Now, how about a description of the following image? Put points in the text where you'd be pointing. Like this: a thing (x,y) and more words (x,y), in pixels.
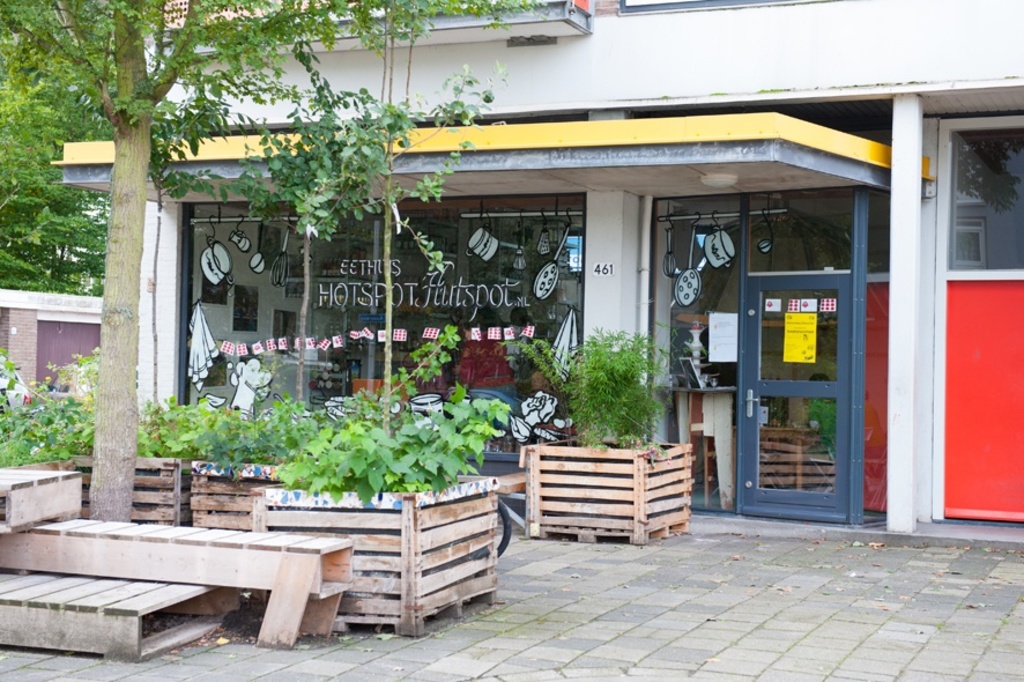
This picture is clicked outside. On the left (77,534) we can see some wooden objects (43,512) placed on the pavement (400,651) and we can see the tree (132,335) and some wooden objects (494,485) containing plants (209,435). In the background (667,61) we can see the building (576,85), text (336,285) and some pictures (219,276) on the glasses (545,307) and we can see the doors (794,466) and some other objects (713,373). In the background (76,299) we can see the trees (24,196), a building (71,306) and many other objects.
